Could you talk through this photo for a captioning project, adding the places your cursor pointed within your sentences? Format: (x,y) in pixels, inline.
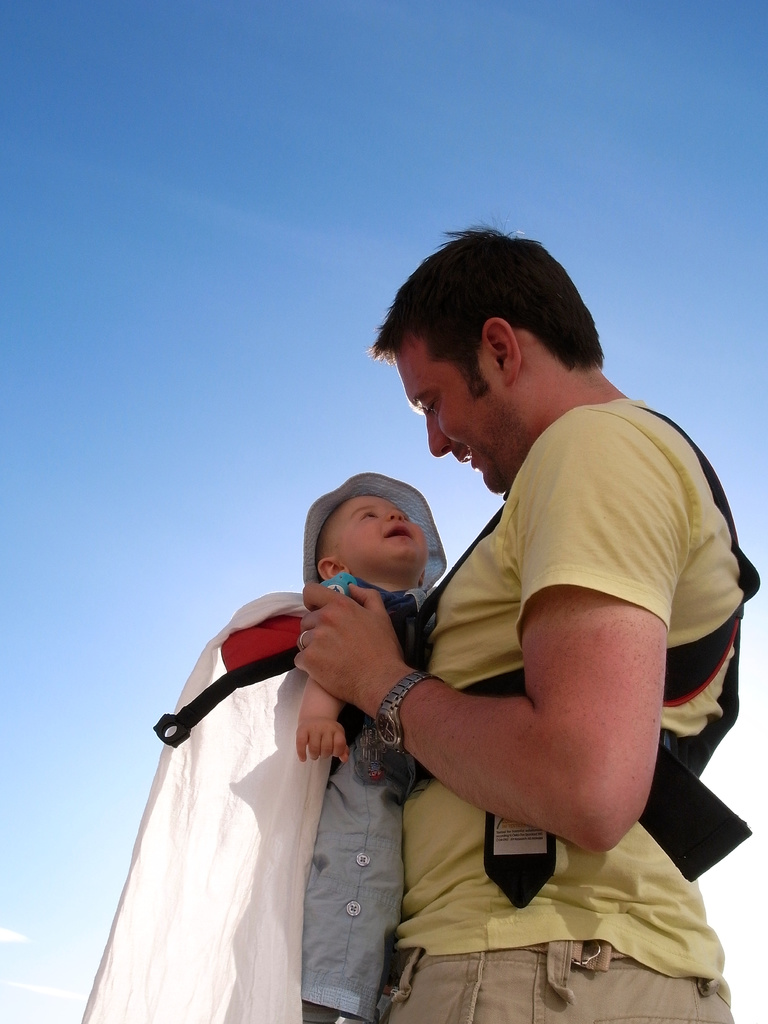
In this image there is a man (578,717) holding a kid (371,809) in his hands (356,630), in the background (289,222) there is the sky (221,206).
